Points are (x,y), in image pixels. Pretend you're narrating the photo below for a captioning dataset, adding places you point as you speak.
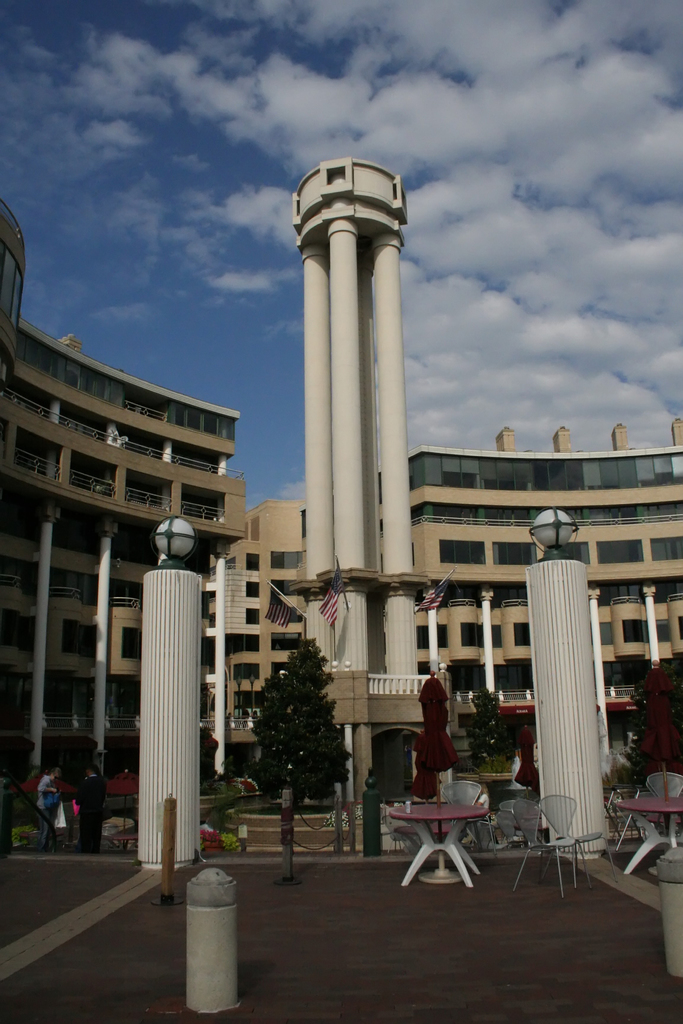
This image consists of a building (21,389). In the front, there are tables (471,819) and chairs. At the bottom (309,968), there is a road (347,1006). At the top (344,74), there are clouds (415,309) in the sky (433,406). In the middle (402,624), we can see the pillars (370,541) along with the lights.
